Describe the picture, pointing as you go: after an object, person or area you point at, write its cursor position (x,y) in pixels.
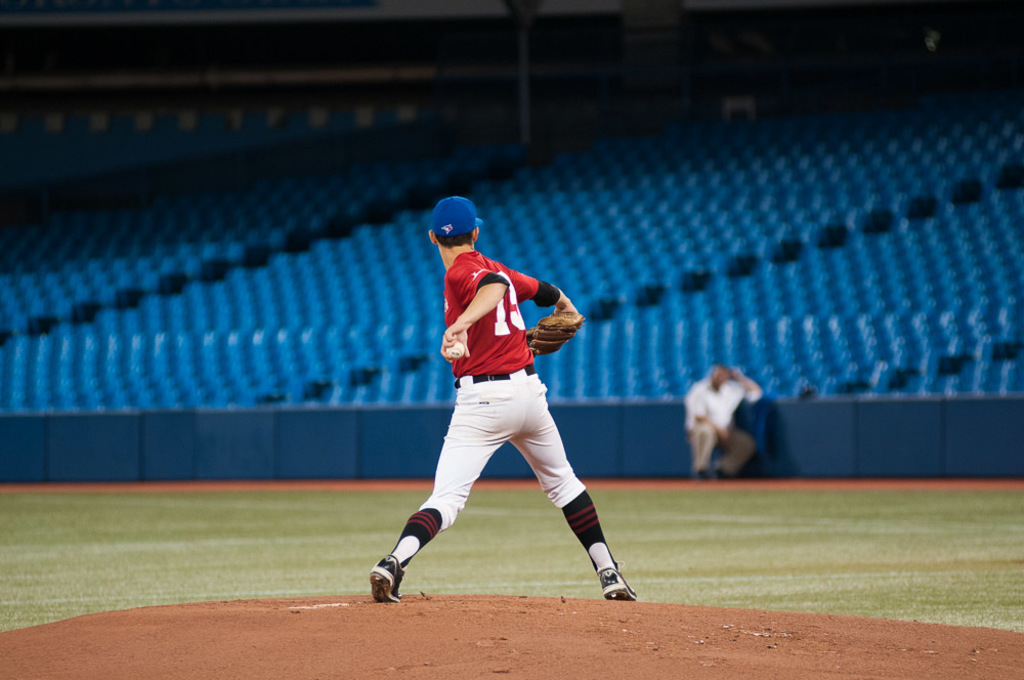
In this image I can see a person (488,352) wearing white and red color dress (503,410) is standing and holding a ball (461,353) in his hand (448,341). In the background (676,371) I can see a person (723,419) sitting and number of chairs (807,243) which are blue in color in the stadium (529,272).
